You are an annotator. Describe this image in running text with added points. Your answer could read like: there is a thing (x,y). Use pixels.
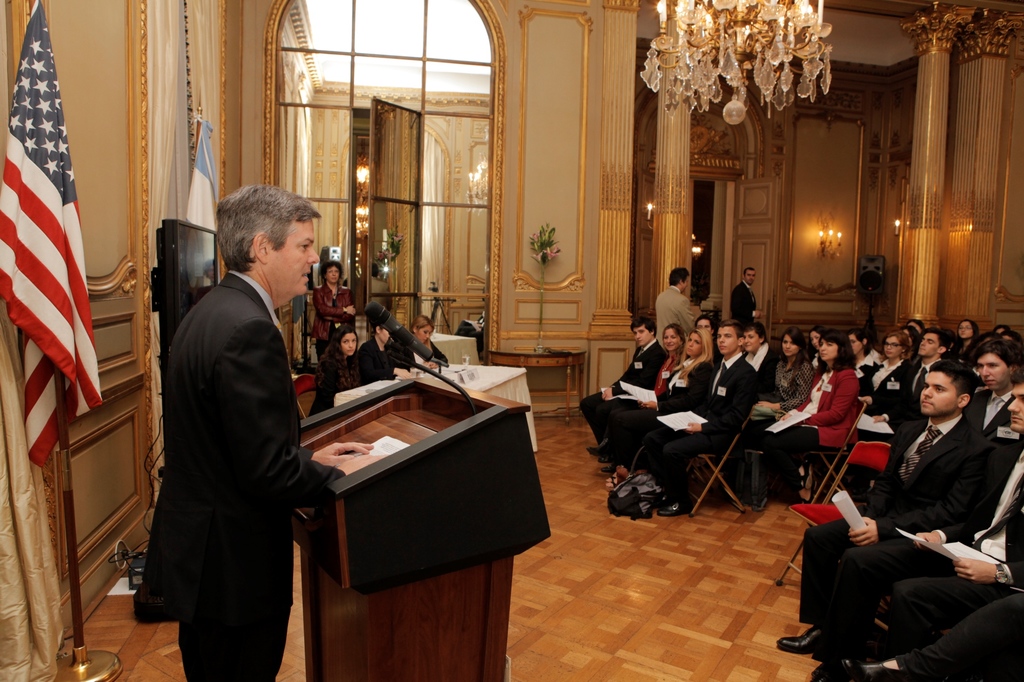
On the left side (239,377), there is a person (256,308) in a suit (233,362), standing and keeping both hands (364,463) on the stand (360,437), on which there is a mic (400,331) attached to a stand (396,357), there is a flag (79,383) and there is a curtain (2,661). On the right side (904,652), there are persons (914,356) sitting on the chairs (857,459) which are arranged on the floor (703,622). In the background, there are persons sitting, there are persons (322,330) standing, there are lights (840,235) attached to the wall (639,209) and there is a light (745,12) attached to the roof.
